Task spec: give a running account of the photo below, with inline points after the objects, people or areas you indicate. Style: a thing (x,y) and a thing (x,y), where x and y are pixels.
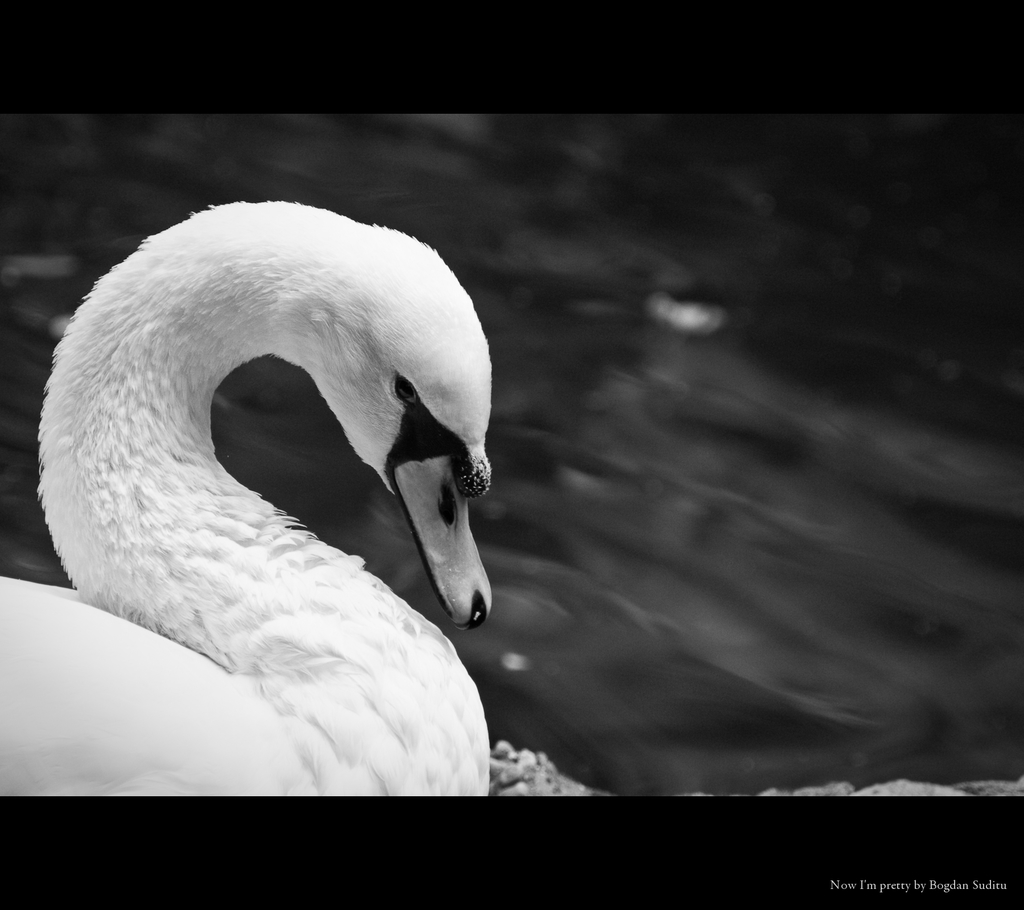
In this picture I can see a bird (196,473) in front (136,599) which is of white in color and I see that it is blurred in the background (691,385) and I see the watermark (929,892) on the right bottom of this image (929,880).
